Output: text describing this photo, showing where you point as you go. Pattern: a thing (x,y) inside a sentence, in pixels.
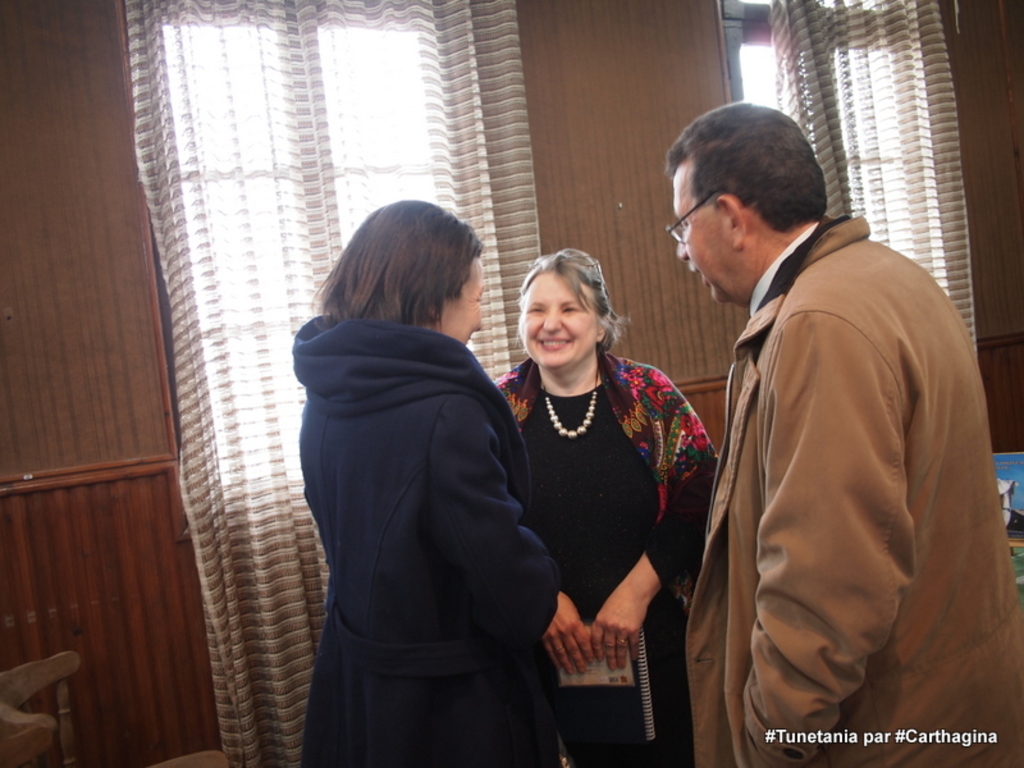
In this image I can see three persons (558,490) standing. In front (611,482) the person (592,479) is wearing black color dress (591,479) and holding the book (564,722). In the background (910,50) I can see few curtains (445,114), windows (383,34) and I can see the wooden wall (129,401) in brown color.
